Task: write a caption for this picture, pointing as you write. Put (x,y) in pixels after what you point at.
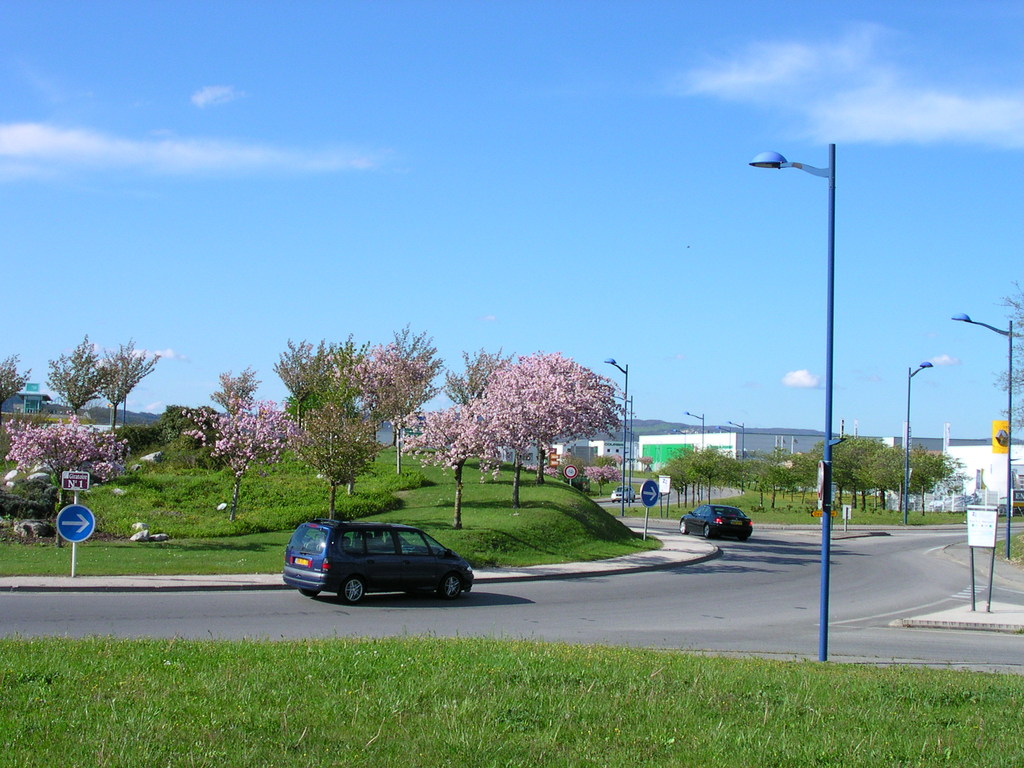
In this image, I can see three cars (405,563) on the road (473,584). This looks like a direction board (83,519), which is attached to the pole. These are the street lights (925,365). This is a grass (334,662). I can see the trees (223,438) with the flowers (252,432). These are the rocks (36,474). In the background (676,438), I can see the buildings (937,442).
